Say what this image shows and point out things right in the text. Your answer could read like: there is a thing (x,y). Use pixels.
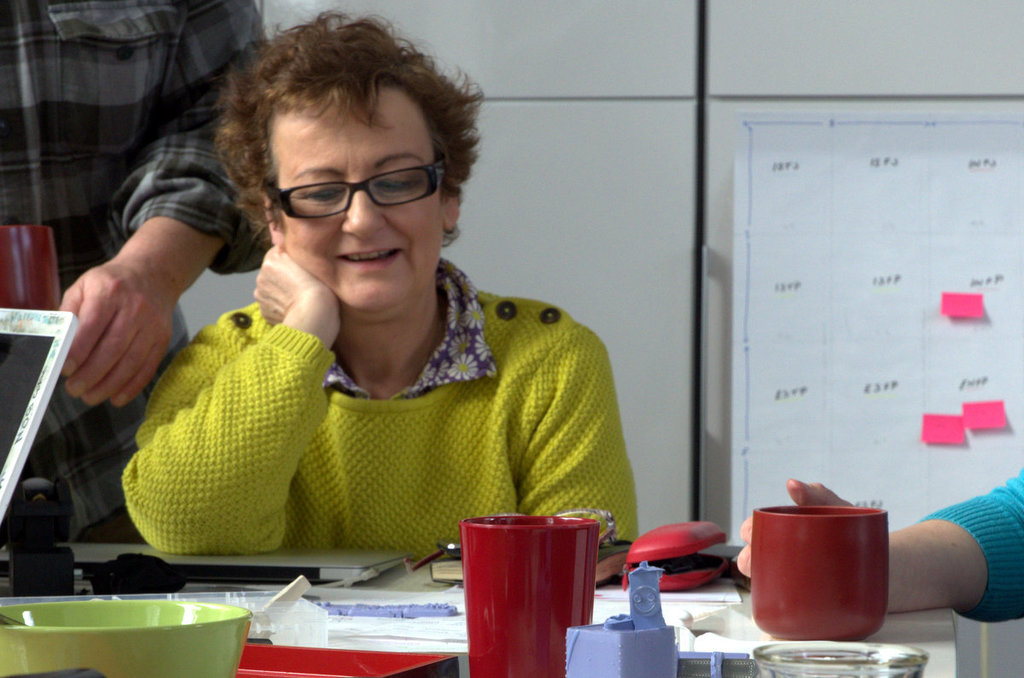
In this image there are a few people (430,426) sitting around the table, on the table (263,589) there are laptops (258,555), glasses (489,632), bowls (208,636) and some other objects (247,661), there is a chart (786,269) attached to the wall (634,266).
